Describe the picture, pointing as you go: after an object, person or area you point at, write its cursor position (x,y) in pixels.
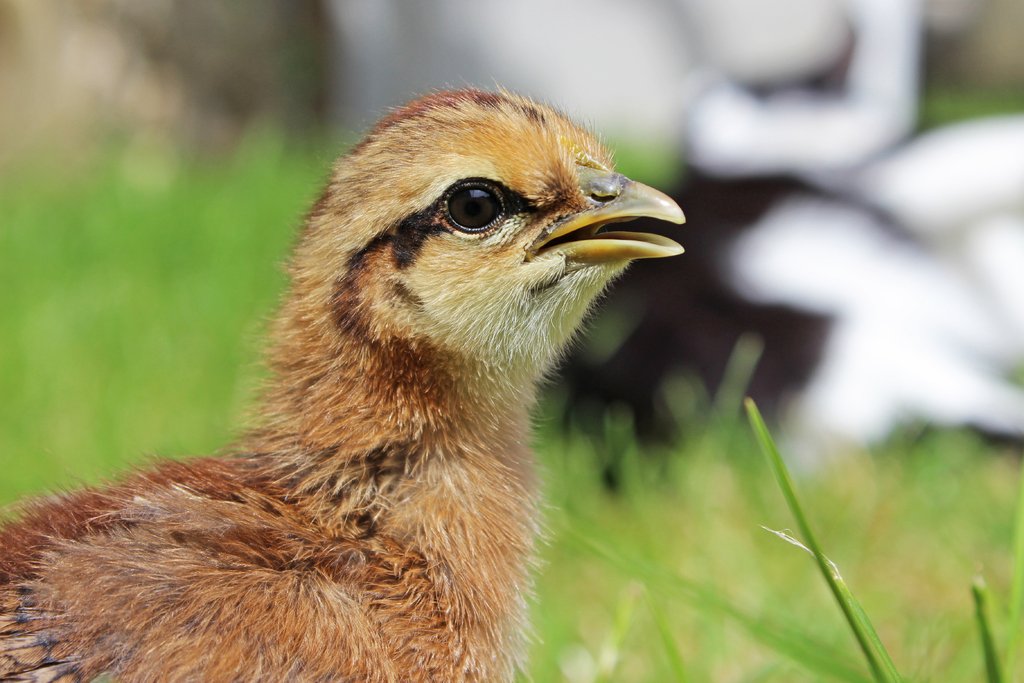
In the picture I can see a baby chicken (513,418) on the left side (194,596). I can see the green grass (835,480) on the right side of the picture (918,469).
